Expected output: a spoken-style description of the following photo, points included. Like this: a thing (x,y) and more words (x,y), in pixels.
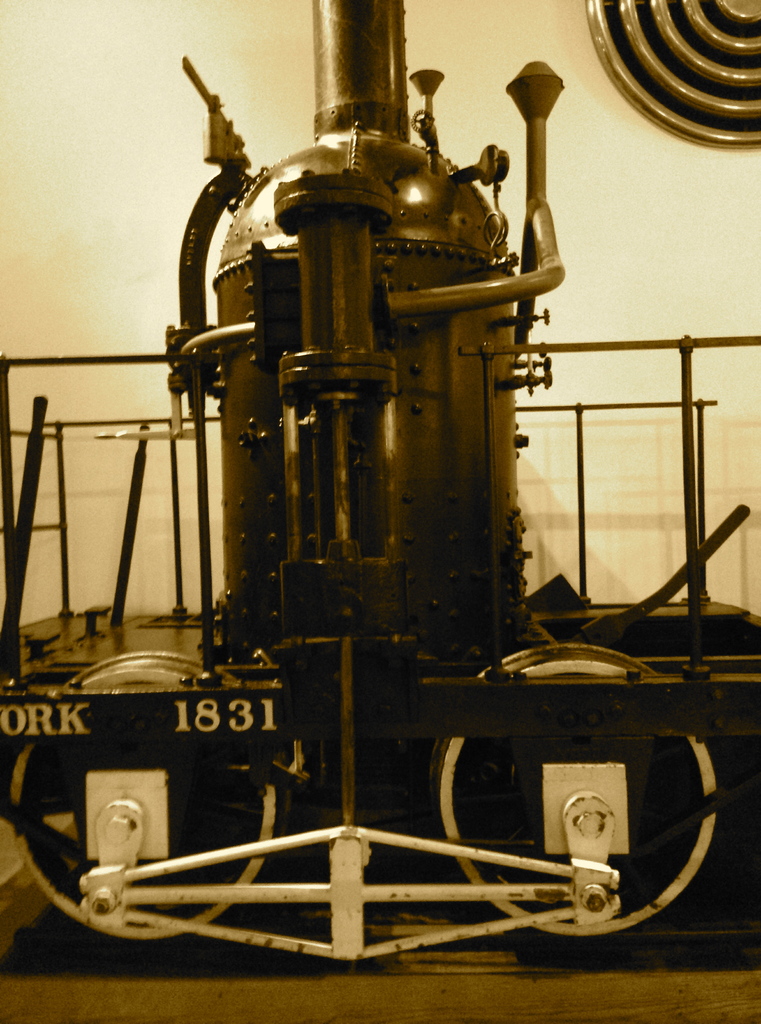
In this image we can see a machine (402,638) with the metal poles (501,657) and wheels (554,847) which is placed on the surface (392,994). On the backside (642,271) we can see a wall (590,296).
